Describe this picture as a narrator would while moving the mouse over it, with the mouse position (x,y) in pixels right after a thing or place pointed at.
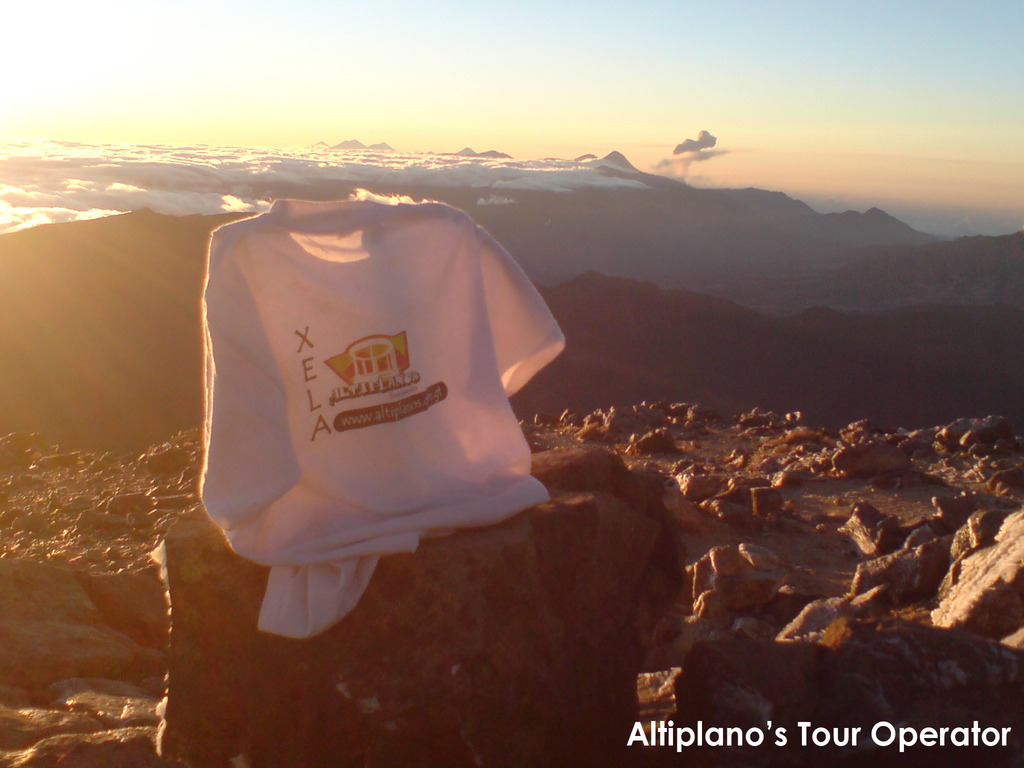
In the picture we can see a white T-shirt (453,229) and on the rock (445,649) and around the rock (501,637) we can see many rocks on the surface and in the background (566,179) we can see clouds (32,213) and behind it we can see the sky (512,148).
